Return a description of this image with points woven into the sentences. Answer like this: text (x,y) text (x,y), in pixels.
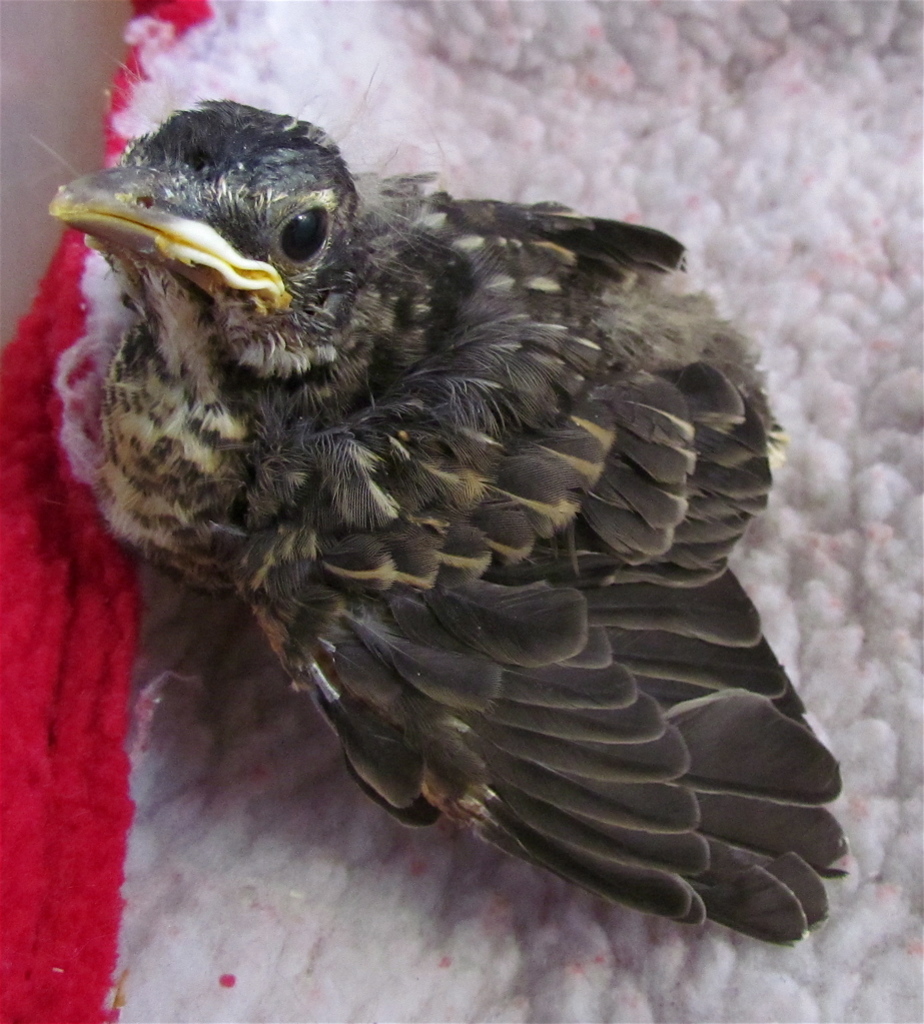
In this image I can see a black and white colour bird (185,373) in the front (558,728). Under the bird (307,507) I can see a red and white colour cloth (187,831).
